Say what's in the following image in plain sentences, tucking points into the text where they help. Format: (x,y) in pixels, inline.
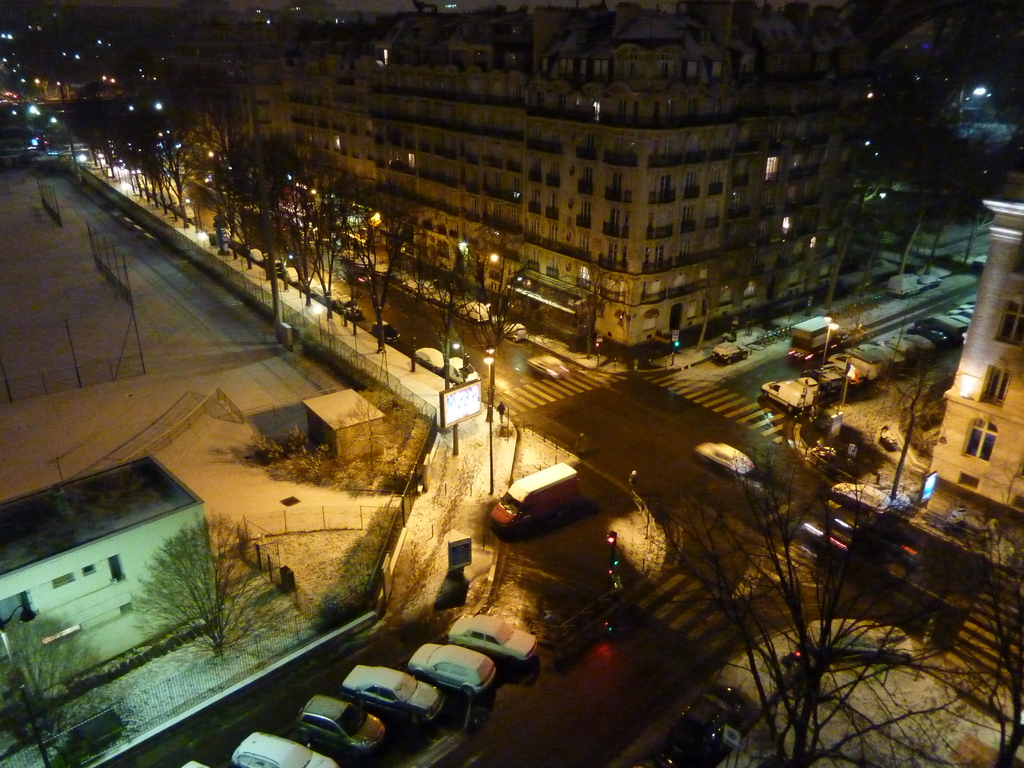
This image is taken from the top where we can see vehicles (450,687) parked side to the road (577,425) and few vehicles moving on the road (805,578). There are trees (807,657) placed side to the road (552,712), buildings (545,132), lights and the poles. On the left (134,375) there is the snow (159,330) on the ground (108,326).
